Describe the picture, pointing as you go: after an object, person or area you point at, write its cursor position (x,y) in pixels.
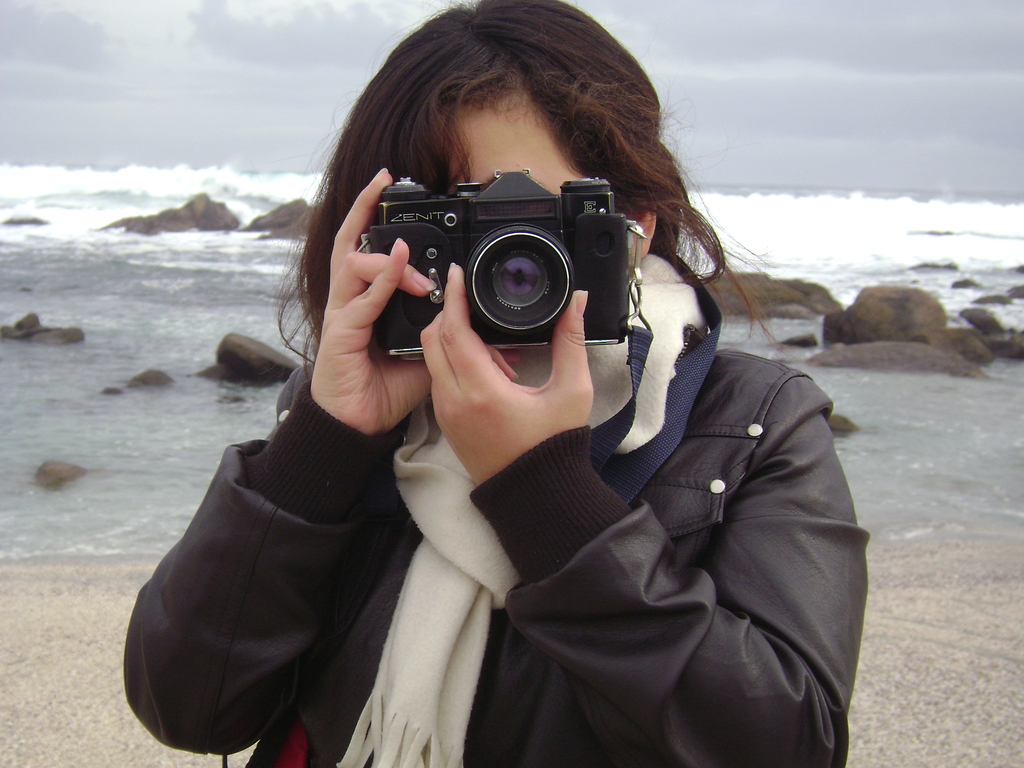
A woman (589,523) is capturing a pic behind there are stones (756,301), water (791,272) and sky (302,59).
